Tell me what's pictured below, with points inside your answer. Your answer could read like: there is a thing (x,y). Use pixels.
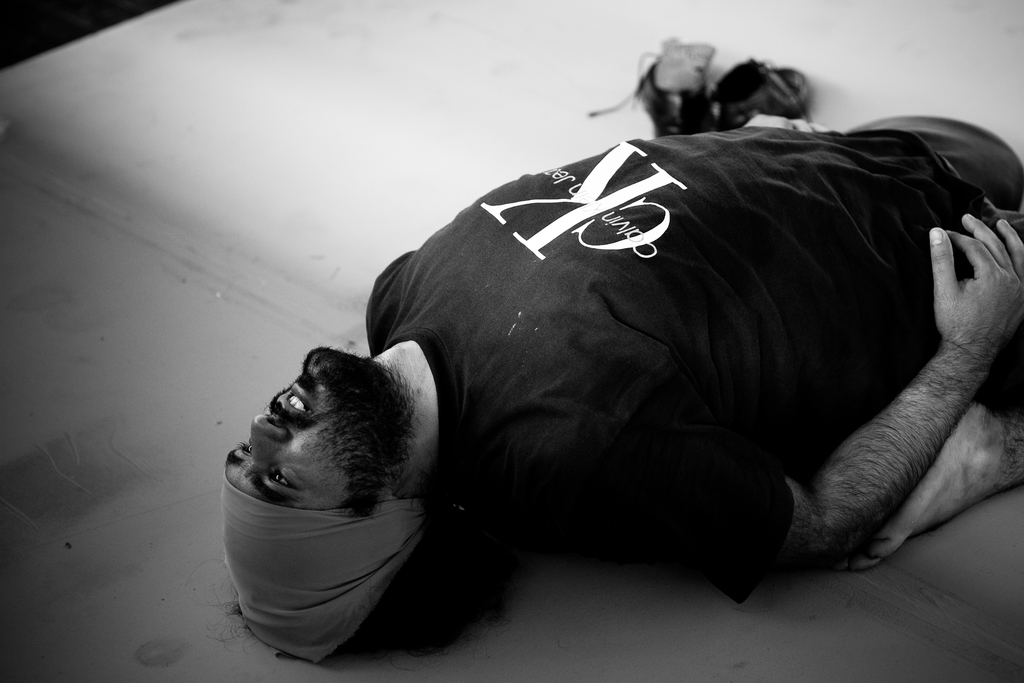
In this image, we can see a person (782,421) is lying on the floor (665,658). Top of the image (681,97), we can see footwear (729,114).
